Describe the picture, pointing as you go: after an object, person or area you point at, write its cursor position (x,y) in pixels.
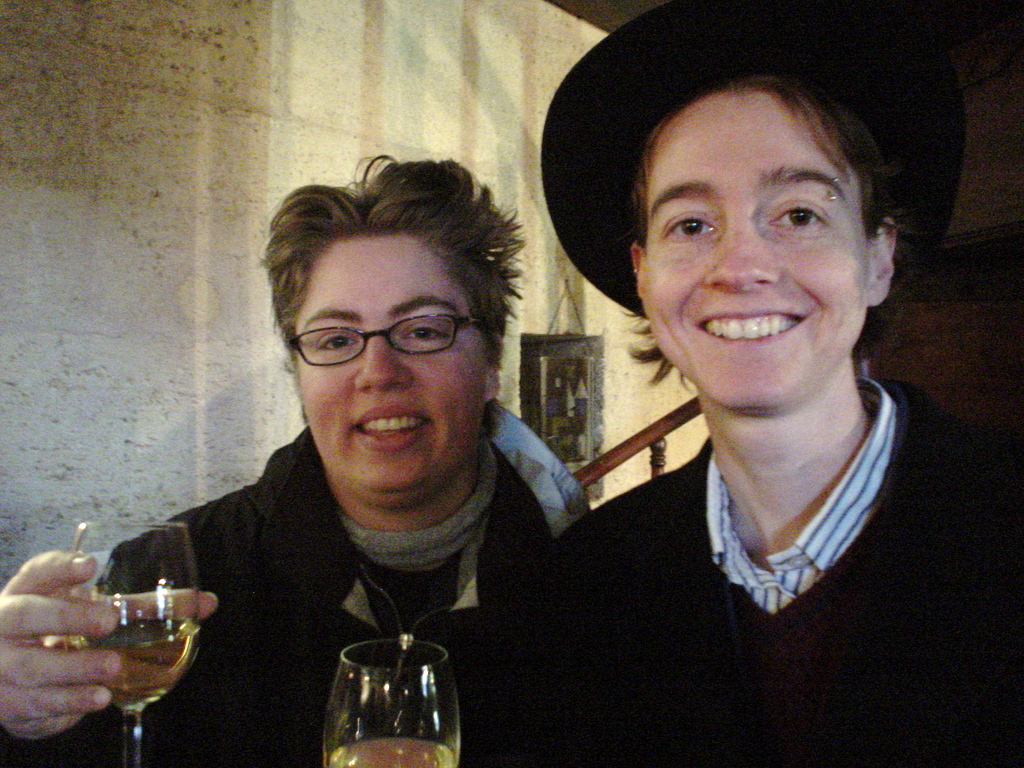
In the center of the image (375,257) we can see two persons (430,515) are holding a glass (391,712). In the background of the image (46,412) we can see wall (46,412) and stairs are there.
